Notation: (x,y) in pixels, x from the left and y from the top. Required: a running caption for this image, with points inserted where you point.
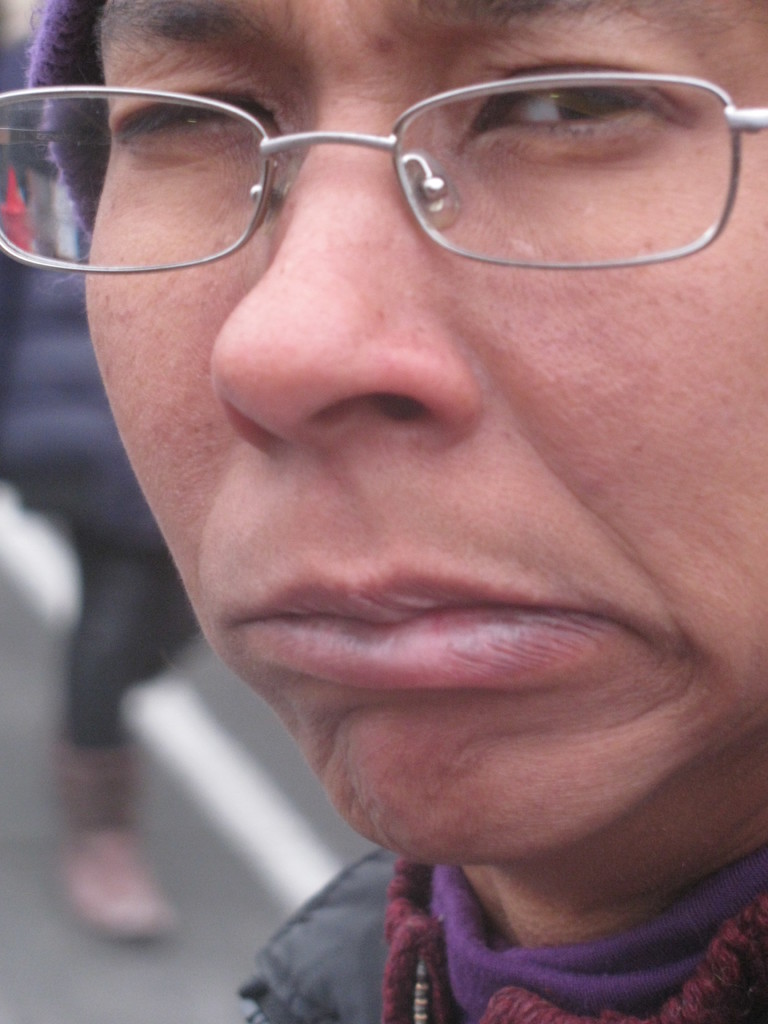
In this image we can see there is a person (468,466), in the background (178,654) there is another person (131,574) walking on the road (12,924).
